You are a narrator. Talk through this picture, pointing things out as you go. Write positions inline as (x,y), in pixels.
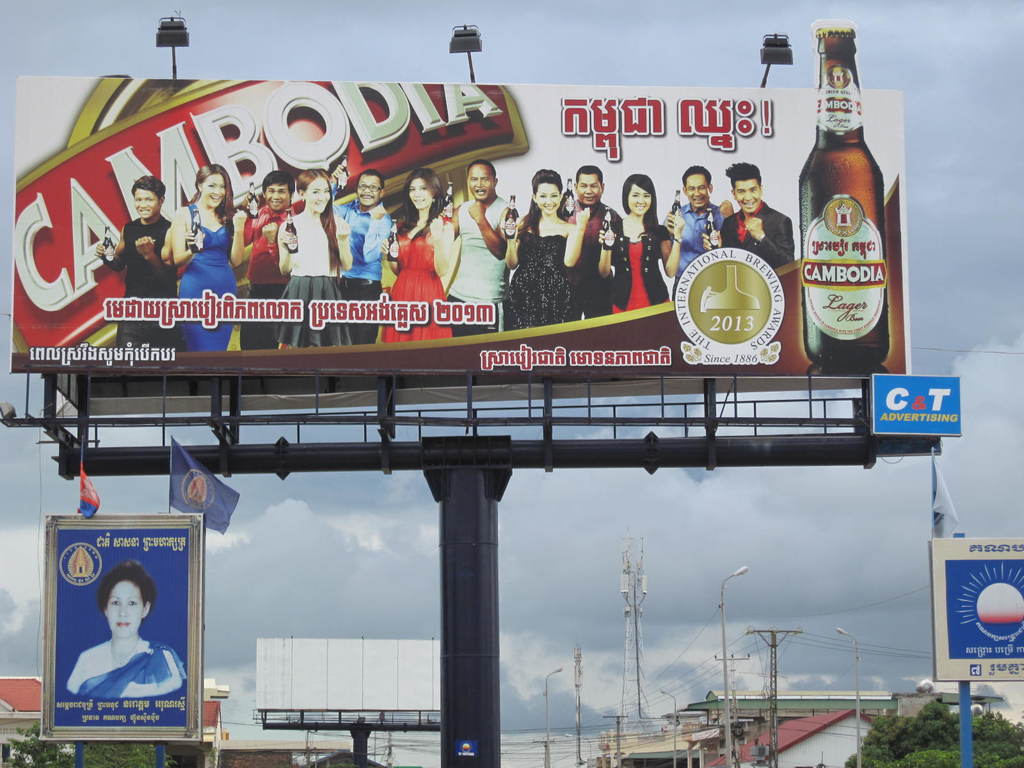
In the center of the image (478,441) we can see a board (539,232), pole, lights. On the board (591,278) we can see a group of people (595,183) are standing and holding the bottles (515,225) and also we can see the text (828,307), bottle (812,217). At the bottom of the image (224,684) we can see the buildings (751,723), roofs (787,692), towers (627,615), poles (966,702), lights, trees (982,735), boards (959,612), flag (940,491). In the background of the image (791,610) we can see the clouds (949,205) are present in the sky (583,508).
